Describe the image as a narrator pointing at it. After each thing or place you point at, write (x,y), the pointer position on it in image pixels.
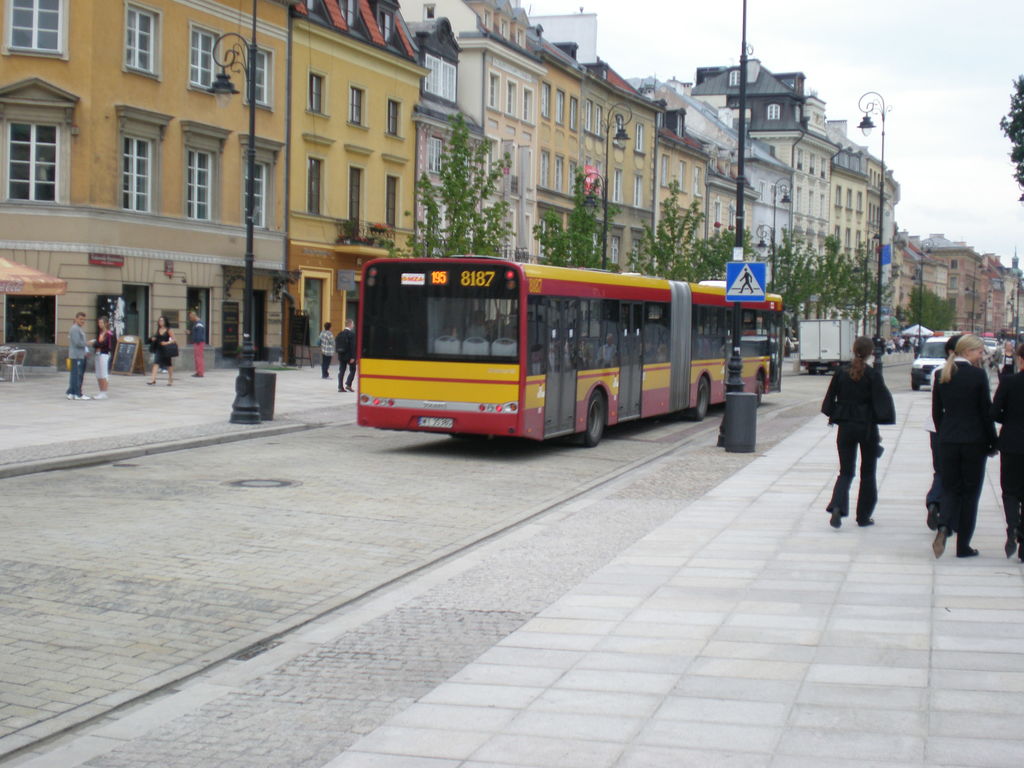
In this image, there is a bus (748,337) beside the pole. There are some persons (845,400) on the right side of the image (1007,393) walking and wearing clothes (967,402). There are some trees (851,282) beside buildings (437,77). There is a sky (910,56) in the top right of the image (882,79).
